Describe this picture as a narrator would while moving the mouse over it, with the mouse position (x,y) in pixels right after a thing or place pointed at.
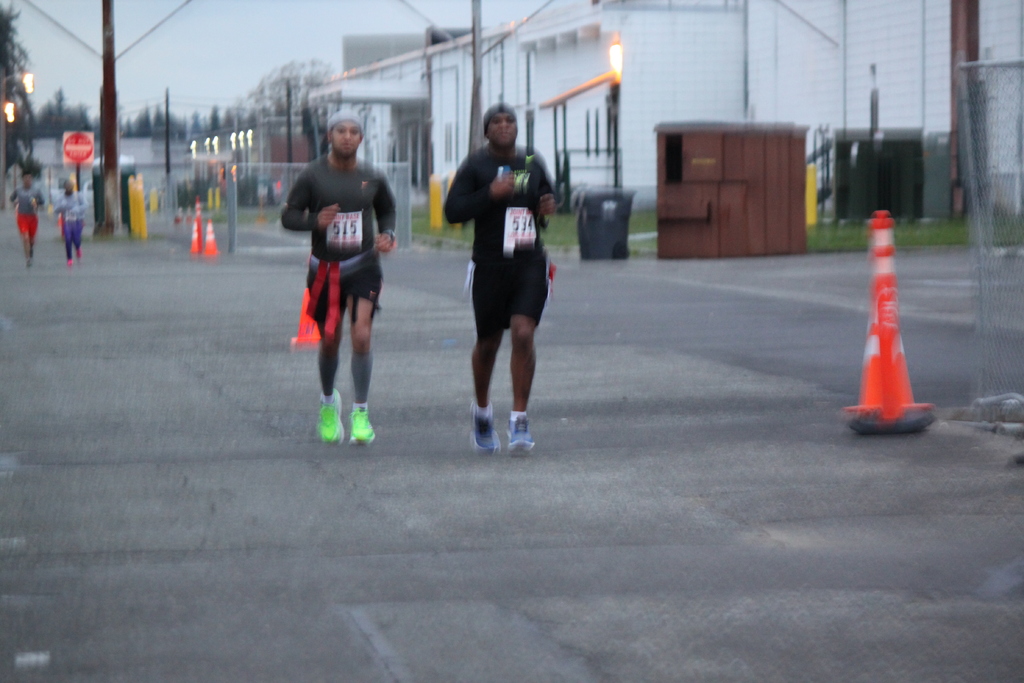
In this picture we can see group of people (490,346), they are running on the road (186,344), beside to them we can see few road divider cones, poles (611,97) and fence (984,290), in the background (616,257) we can see dustbin (611,215), few buildings (635,109), lights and trees (25,101).
